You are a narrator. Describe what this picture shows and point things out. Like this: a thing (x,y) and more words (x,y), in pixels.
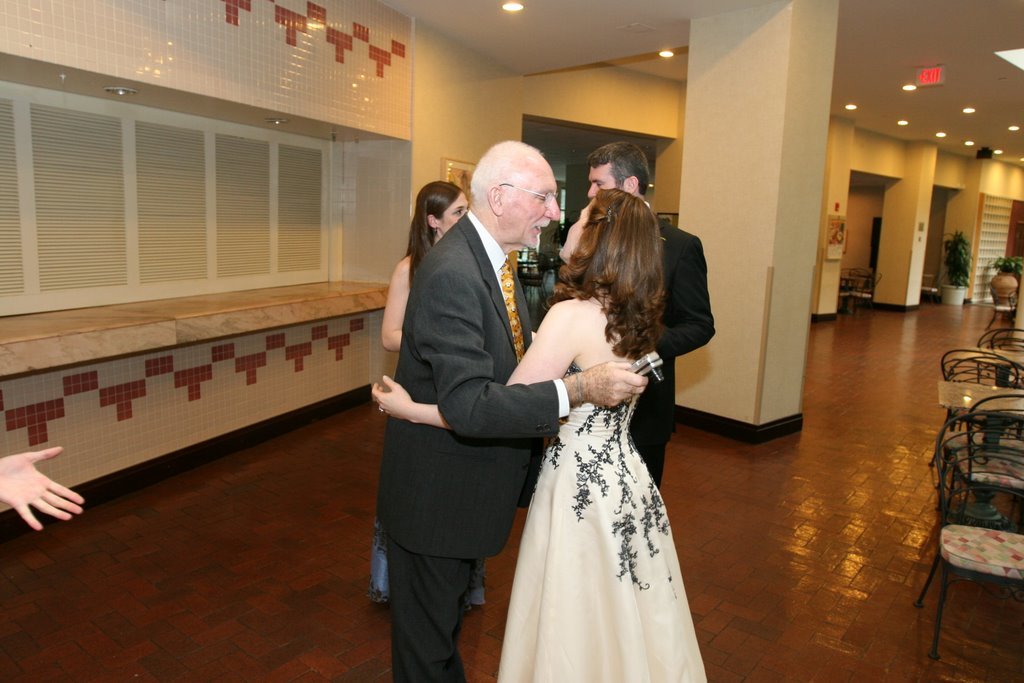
This is an inside view. Here I can see few people (509,299) are standing on the floor (376,632). A man (495,328) and a woman (597,305) are hugging. The man (524,215) is holding an object (650,373) in the hand (624,378). On the left side (287,162) there is a wall (41,408) along with the window (132,235) and I can see a person's hand (49,500). On the right side (963,416) there are few empty chairs (967,443) on the floor (857,489). In the background (803,236) there are few pillars (749,220). At the top (898,124) there are few lights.
